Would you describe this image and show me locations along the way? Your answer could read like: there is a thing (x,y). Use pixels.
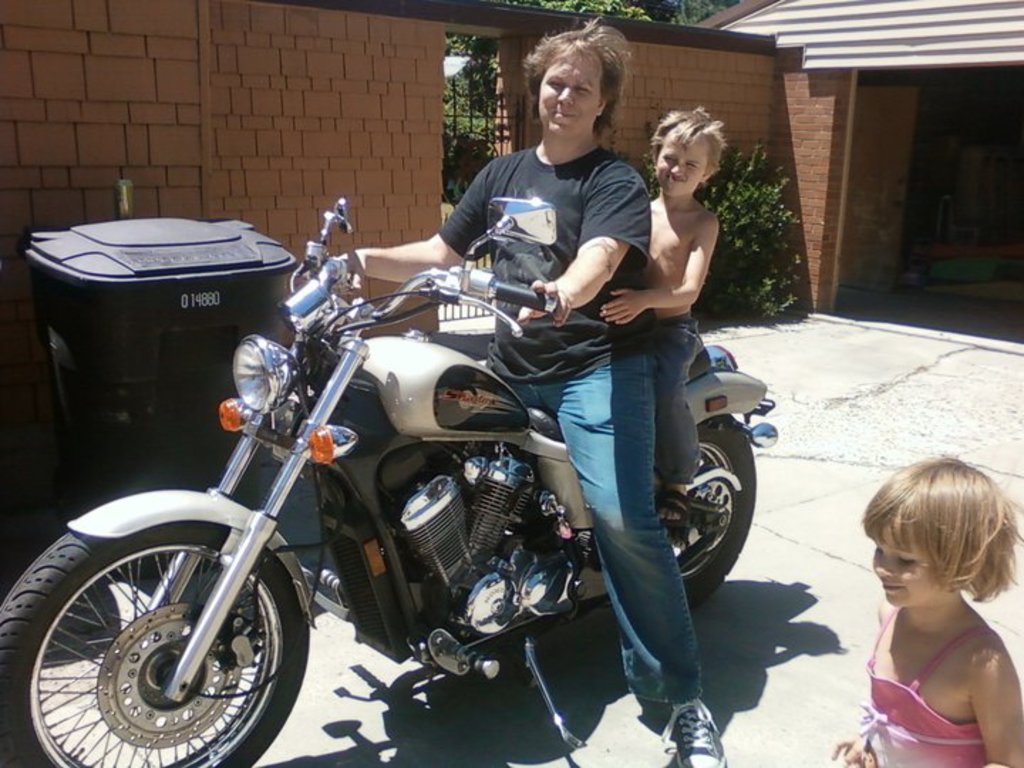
In this image a man (575,179) and a child (657,221) sitting on a bike (492,386) beside them the other child (970,682) is standing, at the back ground (394,139) there is a wall (348,126), a trash bin (211,260) and a plant (743,229).
